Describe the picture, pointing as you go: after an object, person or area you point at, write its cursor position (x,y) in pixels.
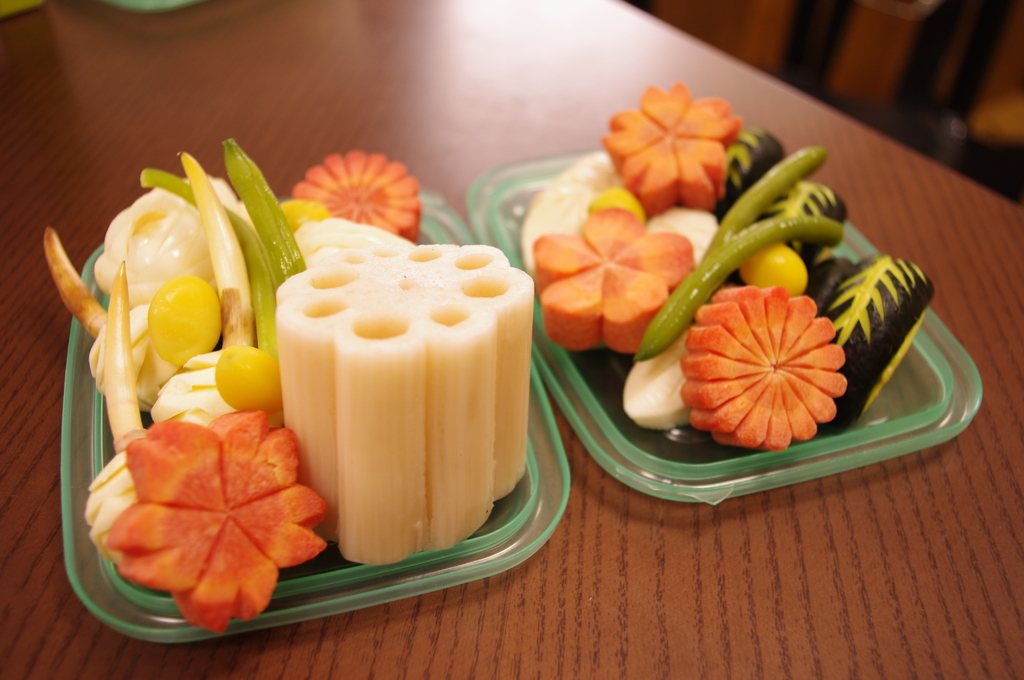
In this image we can see two plates (520,265) with food items (433,250) on the table (356,52).
